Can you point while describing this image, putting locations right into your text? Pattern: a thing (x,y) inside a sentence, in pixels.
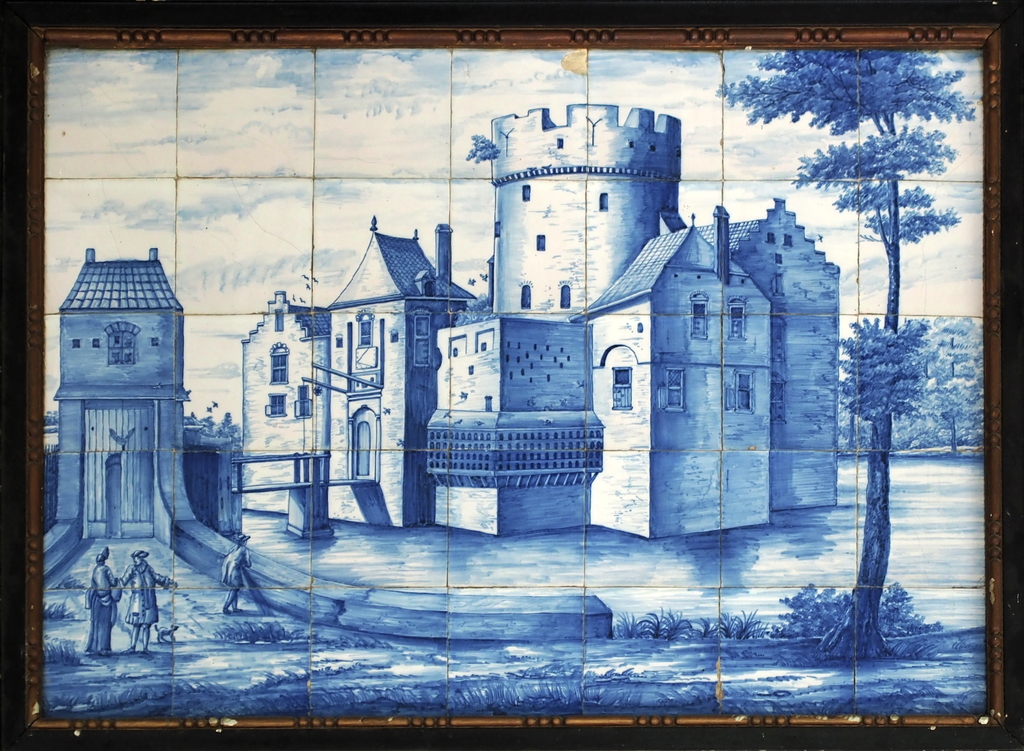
It is an art (763,266) in a photo frame (642,9), it looks like a fort (545,350), in the left side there are 3 persons (160,576). In the right side (906,385) it is a tree (904,334).
